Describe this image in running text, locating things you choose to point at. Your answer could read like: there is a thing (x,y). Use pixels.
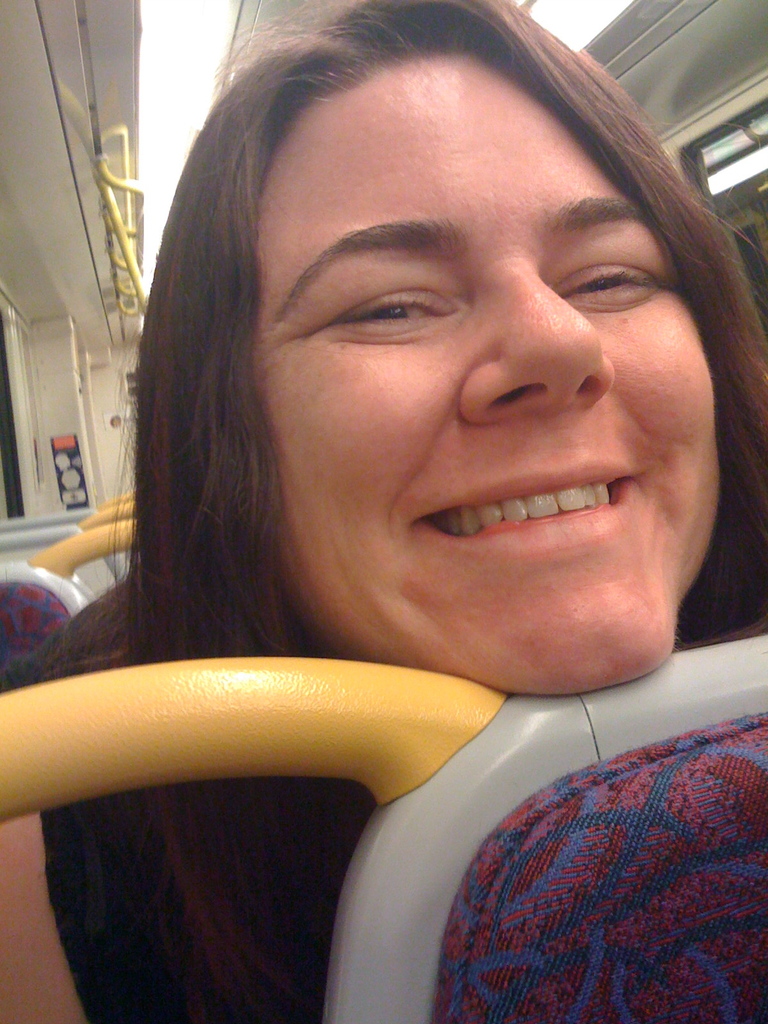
It is the image of a woman (311,555), she is keeping her head (377,354) on a seat (543,819) in a vehicle (310,750) and she is smiling.
